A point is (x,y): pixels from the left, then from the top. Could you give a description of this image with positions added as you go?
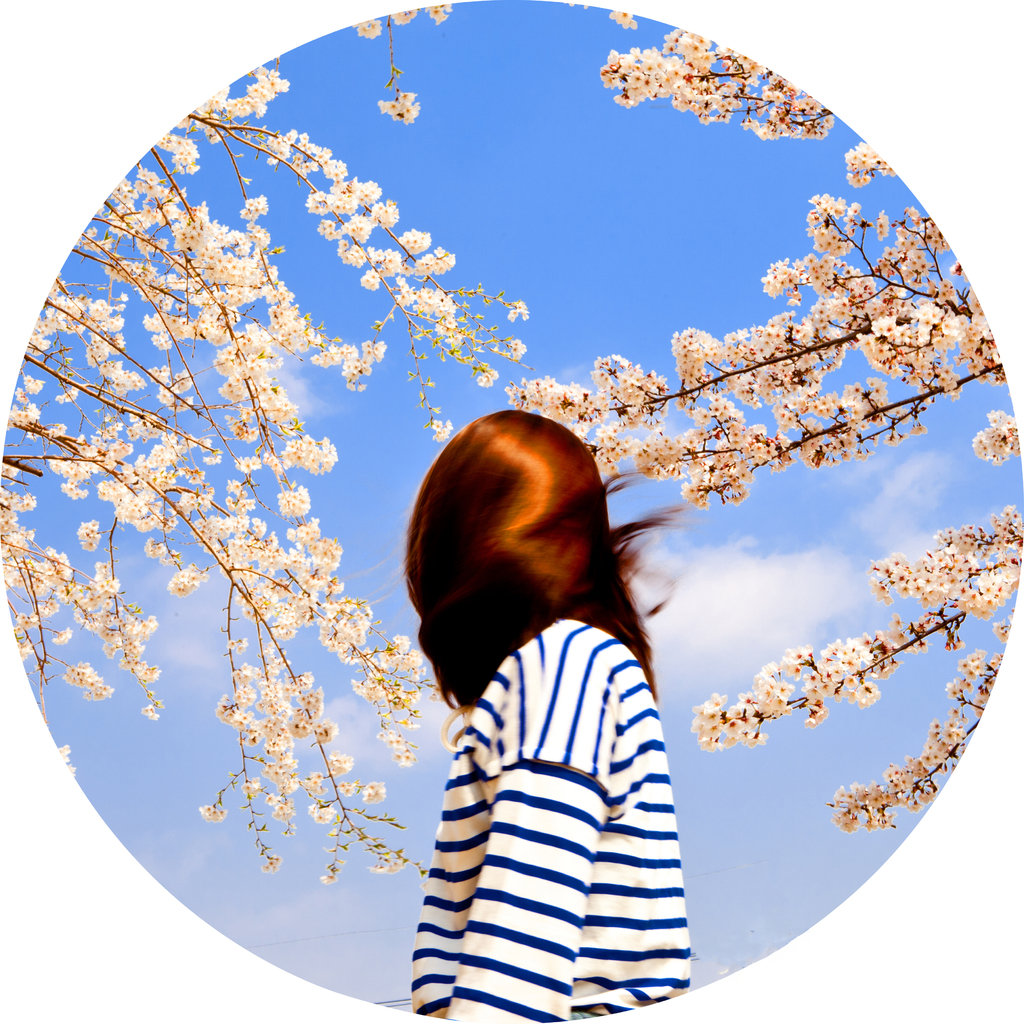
In this image we can see a person (588,778). There are branches (216,409) of trees (853,333) with flowers (867,676). In the background (792,608) there is sky (307,365) with clouds (808,549).
